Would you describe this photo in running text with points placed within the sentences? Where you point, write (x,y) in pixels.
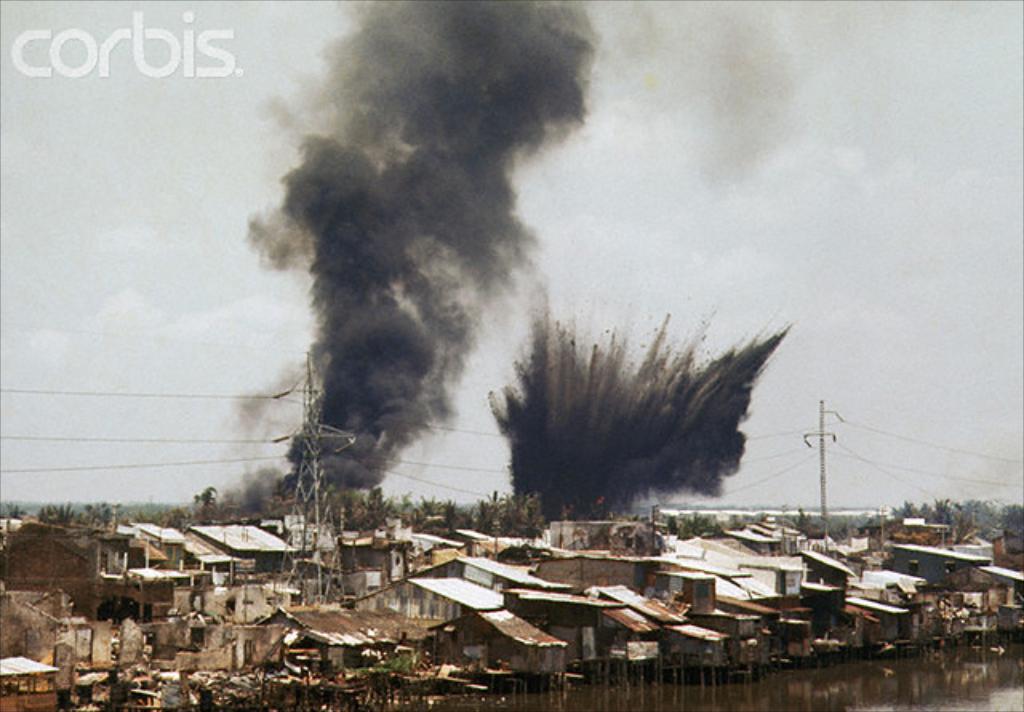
In this image I can see few houses (711,591), trees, smoke (333,393), water (790,690), current towers (318,442), wires (12,392) and the sky (628,307) is in white color.
